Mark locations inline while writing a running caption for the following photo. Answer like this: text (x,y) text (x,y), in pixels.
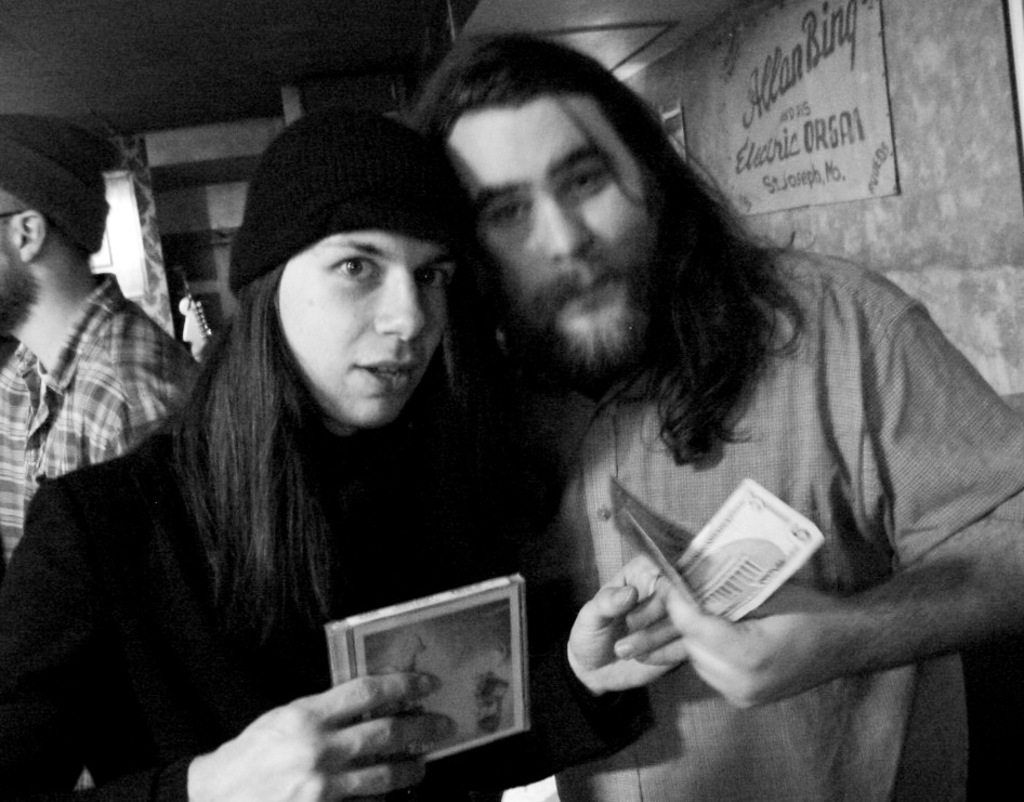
In the center of the image (367,299) we can see two people (468,400). The person (414,544) standing on the left (333,590) is standing and holding a CD case (483,710). On the right (775,434) we can see a person (769,466) holding money (731,598). In the background (98,357) there is a man (82,247), a board (761,103) and a wall (198,138).
